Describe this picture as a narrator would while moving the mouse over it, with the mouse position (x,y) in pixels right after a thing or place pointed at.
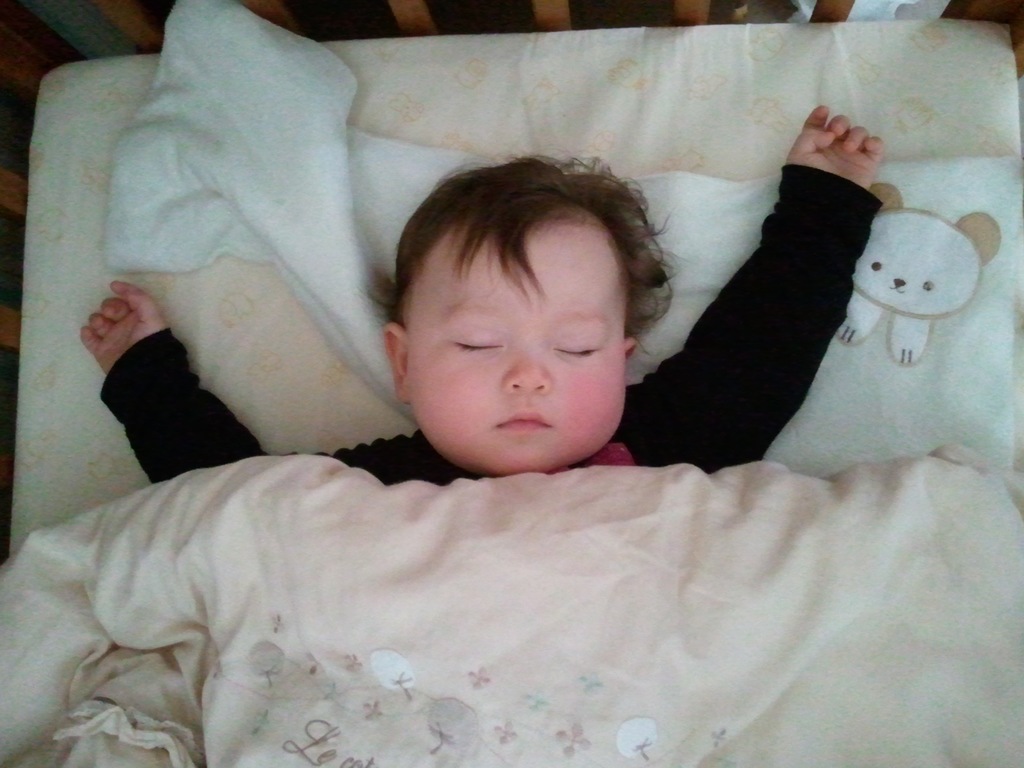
In this picture I can see there is a infant (388,299) sleeping and is wearing a black shirt (787,327) and there is a blanket (621,655) on the baby (830,297).
